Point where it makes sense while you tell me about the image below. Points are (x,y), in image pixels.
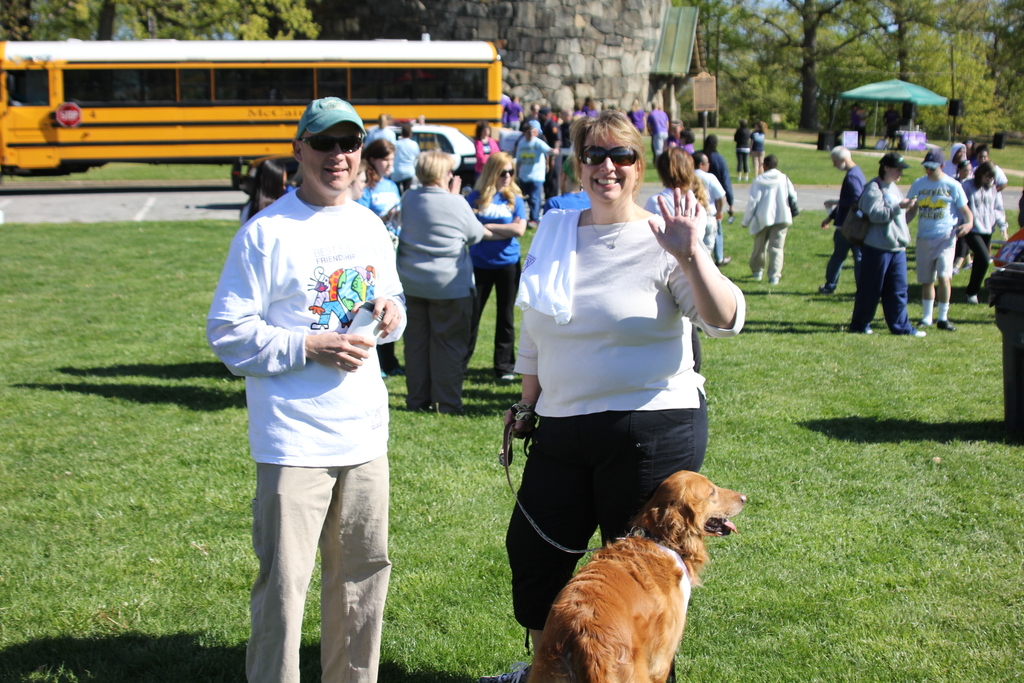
there are so many people (355,264) standing on a grass (809,666) and one of the woman (530,526) is holding a dog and there is a bus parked at one corner of the image.
